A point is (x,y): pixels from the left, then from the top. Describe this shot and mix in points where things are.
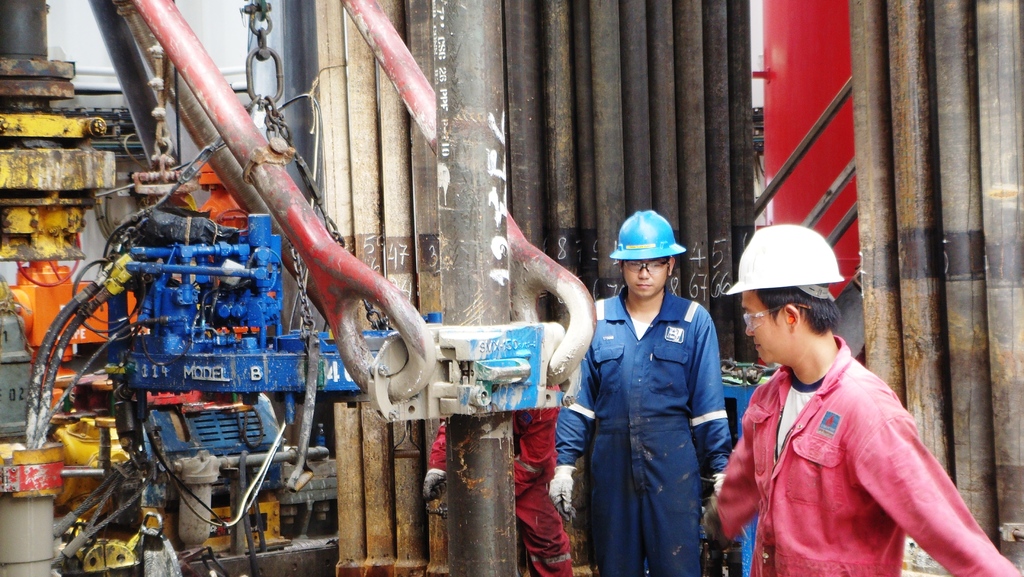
In this image we can see two persons (740,503) are standing, they are wearing different uniform (661,406) and helmet (657,242). Left side of the image (192,312) machine (188,346) is present. Right side of the image (903,139) some metal pillars (604,117) are there.
